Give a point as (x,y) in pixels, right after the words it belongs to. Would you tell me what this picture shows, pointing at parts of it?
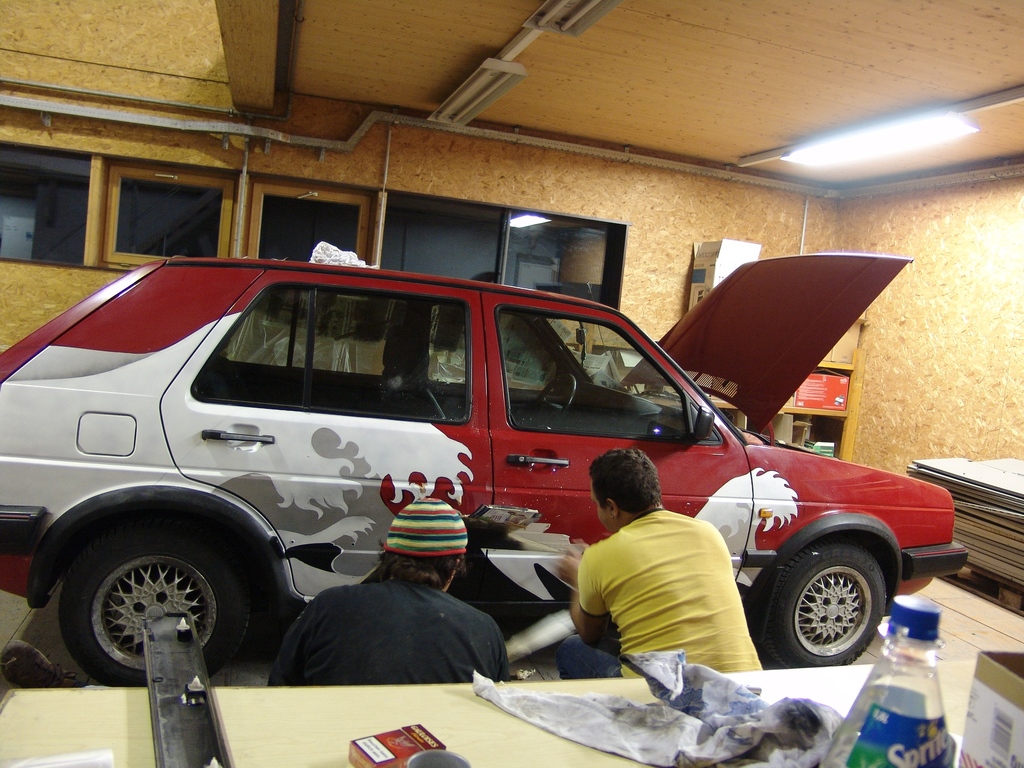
In the image in the center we can see two persons (624,624) were sitting. In front of them we can see the car (479,475). In the bottom (460,722) we can see the table (508,718), on table (535,761) we can see the objects (615,709). Coming to the background (665,194) we can see the wall (656,199), glass (481,237) and door (471,251).
